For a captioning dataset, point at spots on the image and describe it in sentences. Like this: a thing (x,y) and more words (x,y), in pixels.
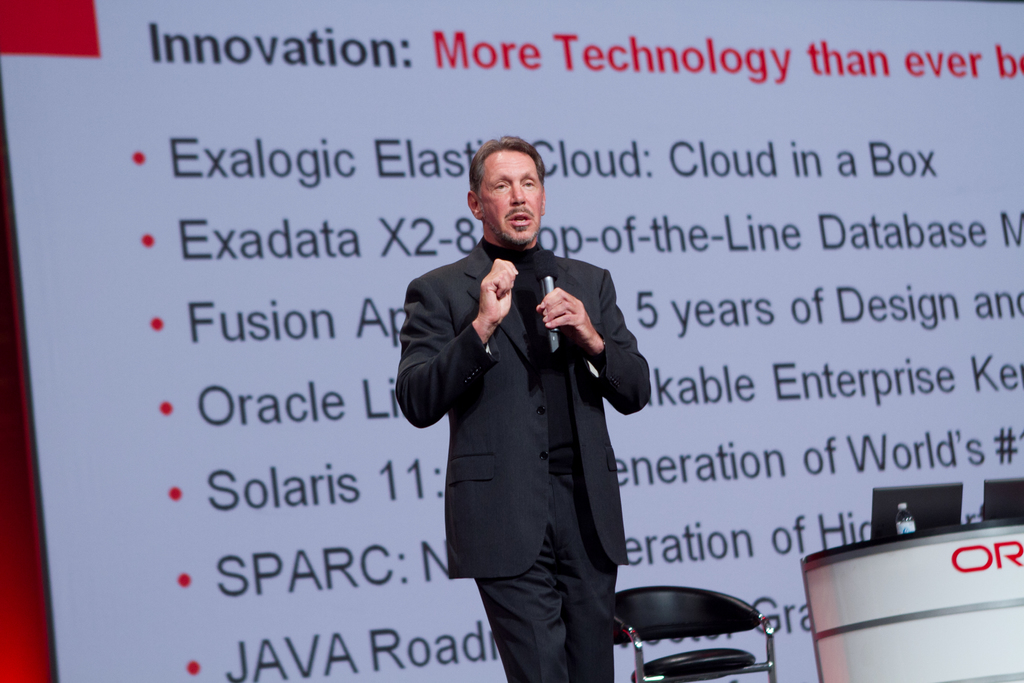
In this picture one man (487,391) wearing black suit (523,423) is talking. He is holding a mic (538,266). Beside him there is table (859,575) and chair (657,632). On the table (872,568) there are laptops (930,499) and bottle (900,517). On the background (335,543) there is a screen (252,141).
